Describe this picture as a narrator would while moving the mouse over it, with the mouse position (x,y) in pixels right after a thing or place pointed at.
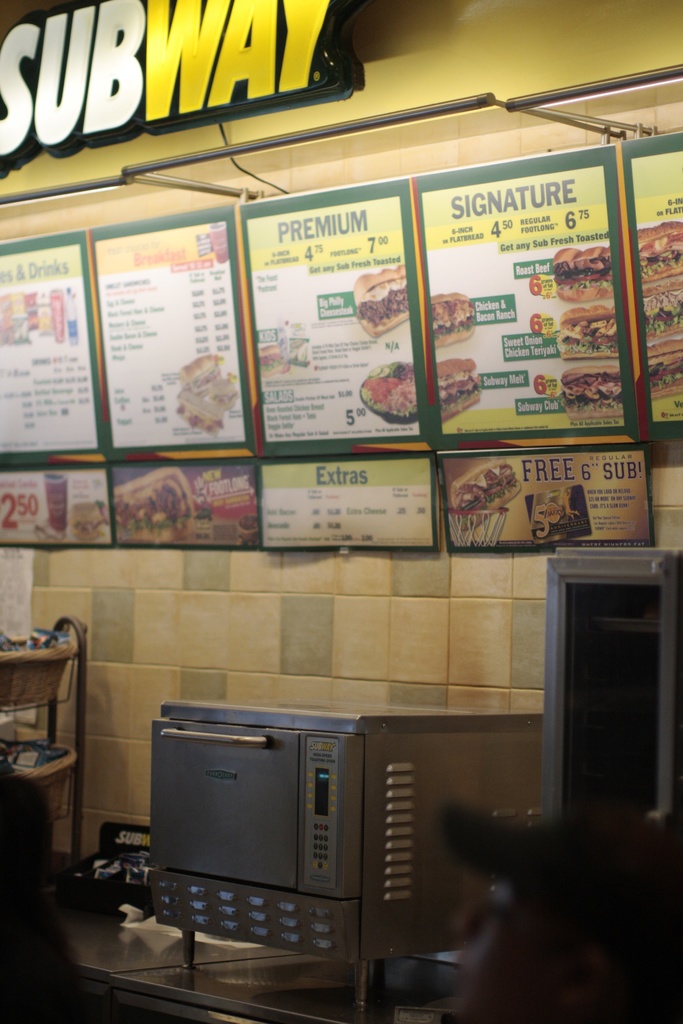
In the image we can see there is an oven (328,809) kept on the table (381,1015) and there are photo frames (384,444) kept on the wall (247,551). On the top (20,113) there is a banner (293,104) on which it's written "Subway".
